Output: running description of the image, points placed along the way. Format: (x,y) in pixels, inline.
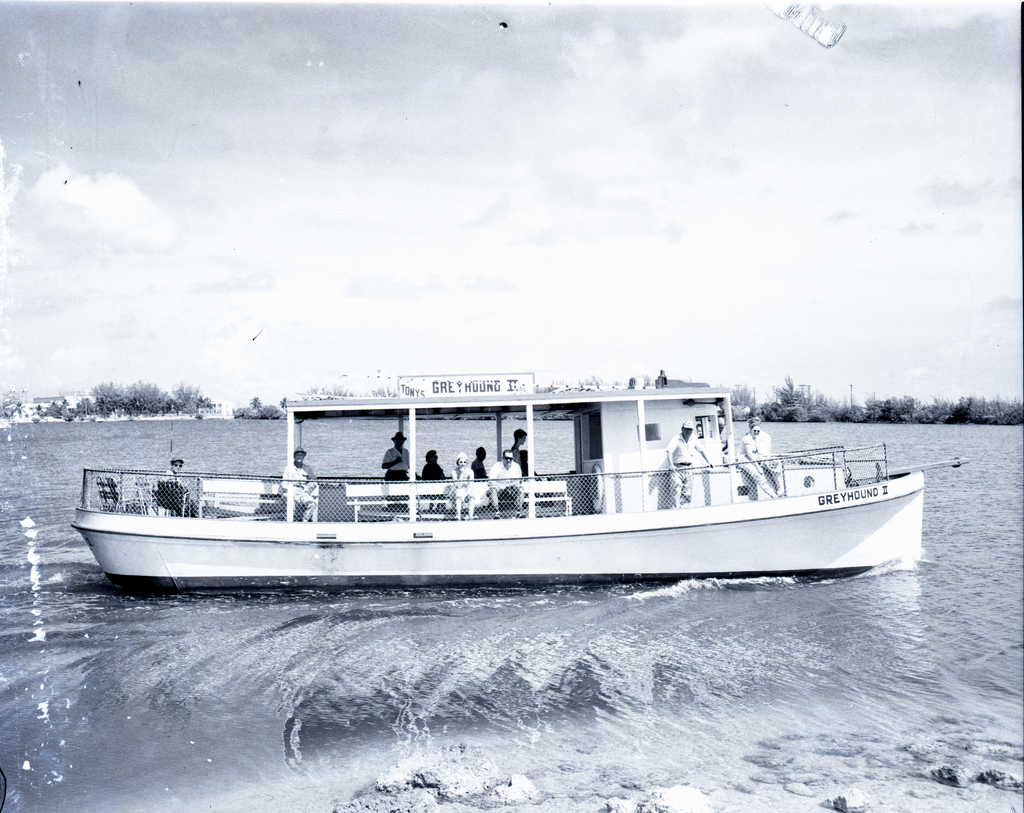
In this image in the center (537,494) there is a ship (564,511) with the persons (502,472) inside it. In the background (106,405) there are trees (123,403) and the sky (508,193) is cloudy.
